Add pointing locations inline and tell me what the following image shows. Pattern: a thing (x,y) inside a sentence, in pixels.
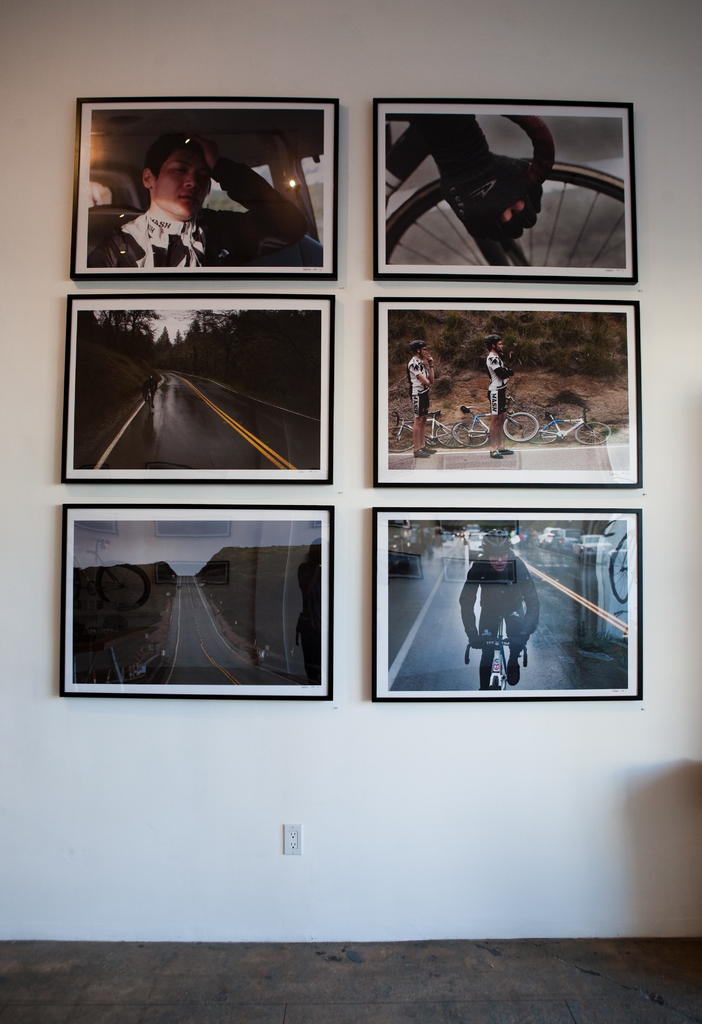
In the center of the image (450,668) we can see photo frames (402,524) are there. In the background of the image (355,552) wall (360,408) is there. At the bottom of the image (345,971) floor (345,983) is there. In the middle of the image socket (297,845) is there.
